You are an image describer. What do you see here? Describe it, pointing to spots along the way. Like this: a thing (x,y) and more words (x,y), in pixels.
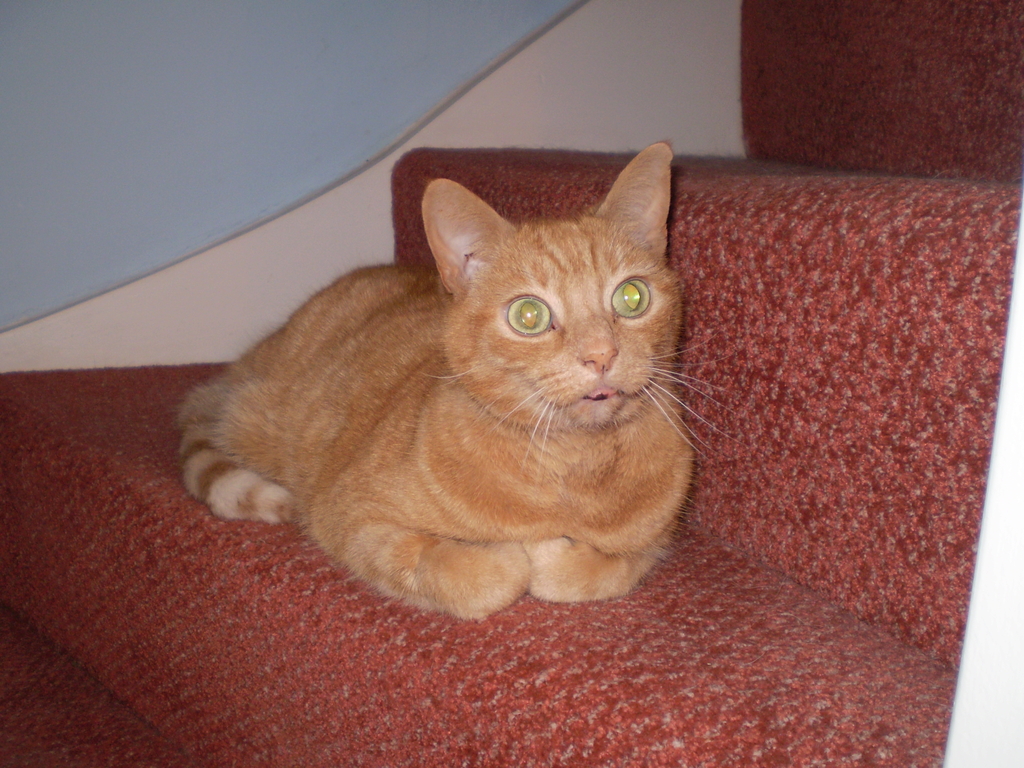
There is one brown color cat (423,429) present on a red color stairs (883,132) as we can see in the middle of this image (630,309), and it seems like there is a wall (276,135) in the background (338,125).
